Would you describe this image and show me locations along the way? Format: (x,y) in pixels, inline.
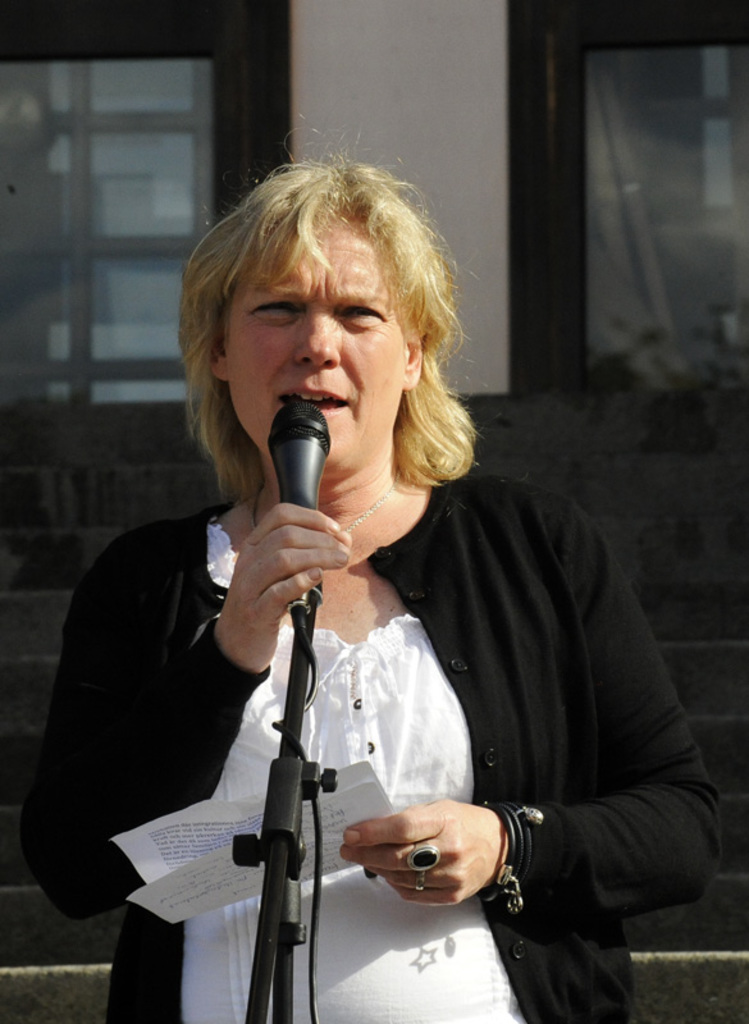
In this image I can see a person (382,472) is standing and wearing white and black color dress (402,780). The person (300,527) is holding the paper (370,790). In front (302,426) I can see a mic (303,435), stand (263,1011). Back I can see windows (282,121) and the wall (447,114).
